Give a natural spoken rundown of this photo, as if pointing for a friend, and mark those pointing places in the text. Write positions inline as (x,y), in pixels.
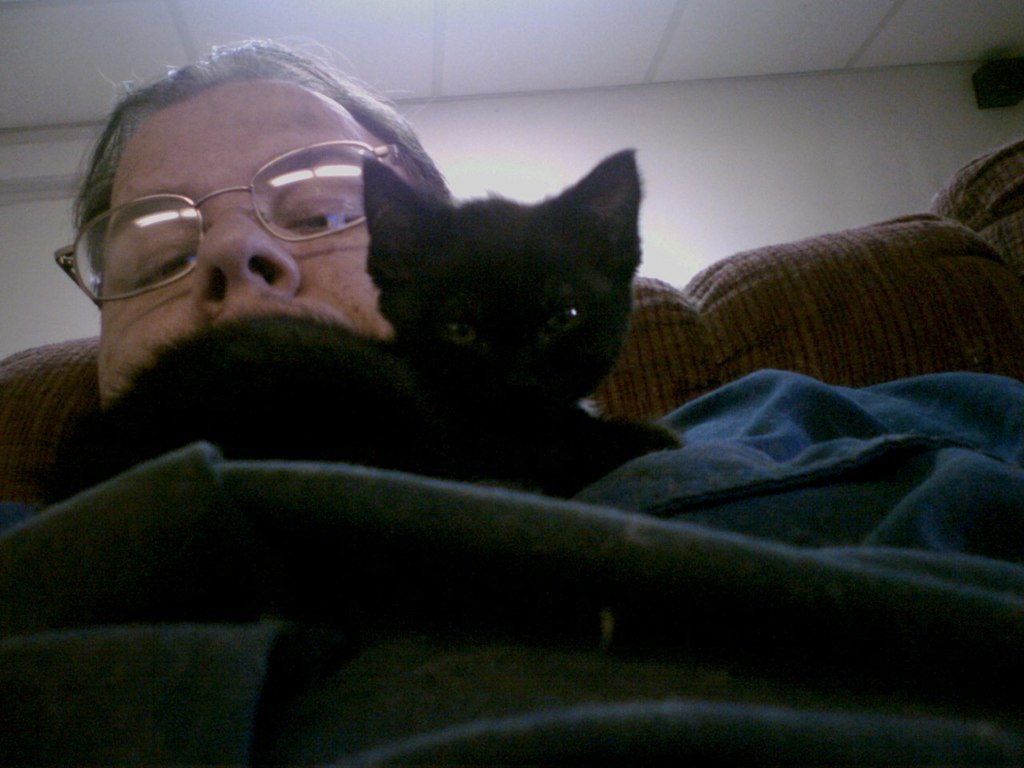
In the image we can see one man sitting on the couch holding cat (581,414) on bed sheet (625,501). Back we can see wall (707,131).
